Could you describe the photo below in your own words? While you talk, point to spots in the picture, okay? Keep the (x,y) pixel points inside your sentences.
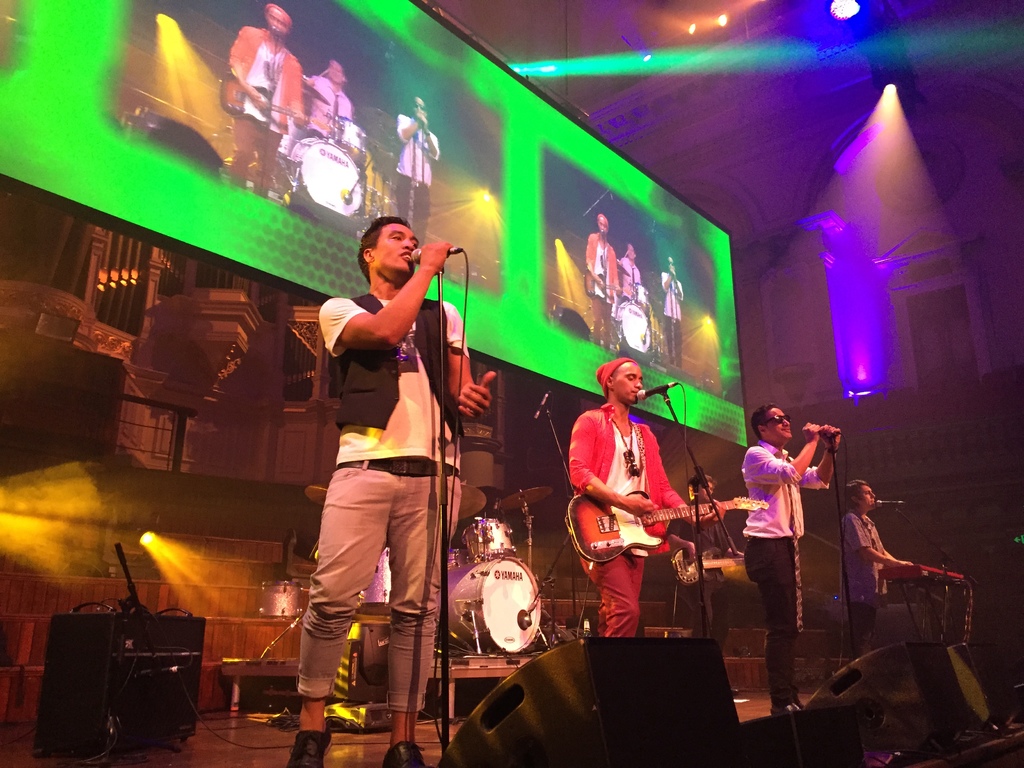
In this picture we can see five persons (345,407) on stage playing musical instruments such as guitar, piano (921,571) and singing on mic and in background (510,477) we can see speakers (126,690), wall (161,362), screen (685,241), lights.
